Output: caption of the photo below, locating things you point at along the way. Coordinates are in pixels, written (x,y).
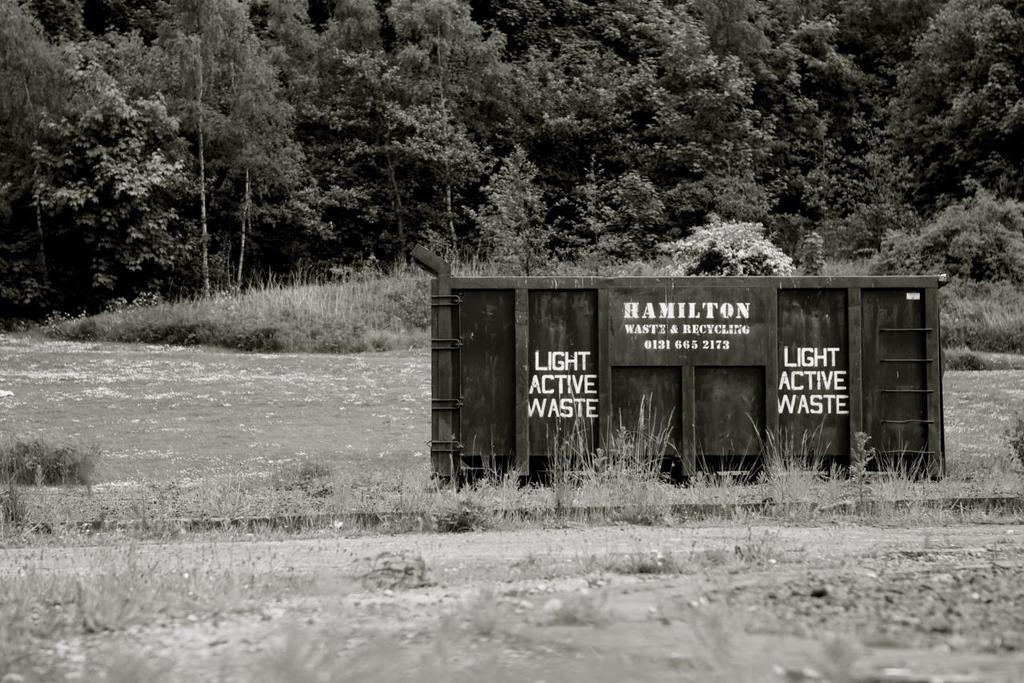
In this image I can see a container (561,398) and something written on the container (712,377), background (78,204) I can see trees (107,298) and the image is in black and white.
